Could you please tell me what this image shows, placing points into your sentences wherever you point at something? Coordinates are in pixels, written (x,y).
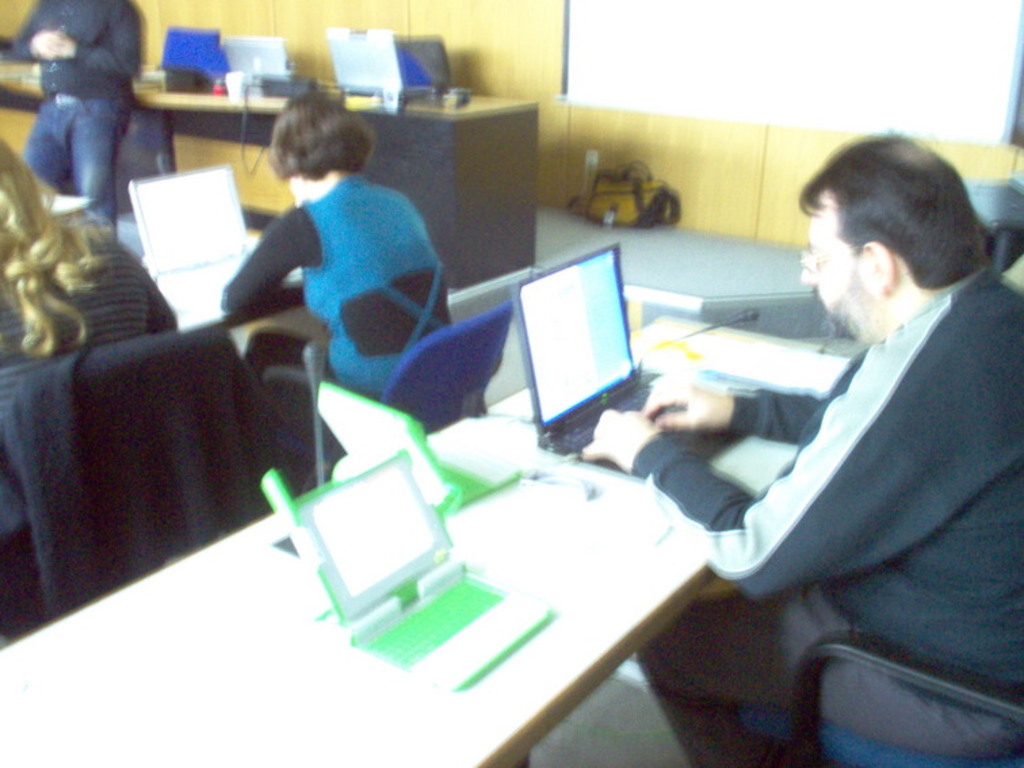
In this picture there is a man (974,633) who is sitting on the chair (963,698) at the right side of the image (979,590), he is seeing in the laptop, there are other people (248,264) those who are sitting in front of the man (1017,498), they are also operating the laptop (173,264).
